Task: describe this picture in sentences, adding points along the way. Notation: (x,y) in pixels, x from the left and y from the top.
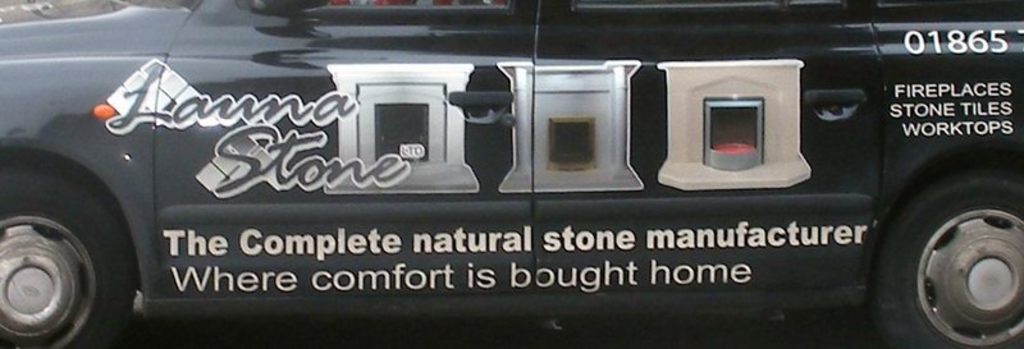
It is a car (524,170) in black color, there are different images (611,134) and words (552,271) on this.
